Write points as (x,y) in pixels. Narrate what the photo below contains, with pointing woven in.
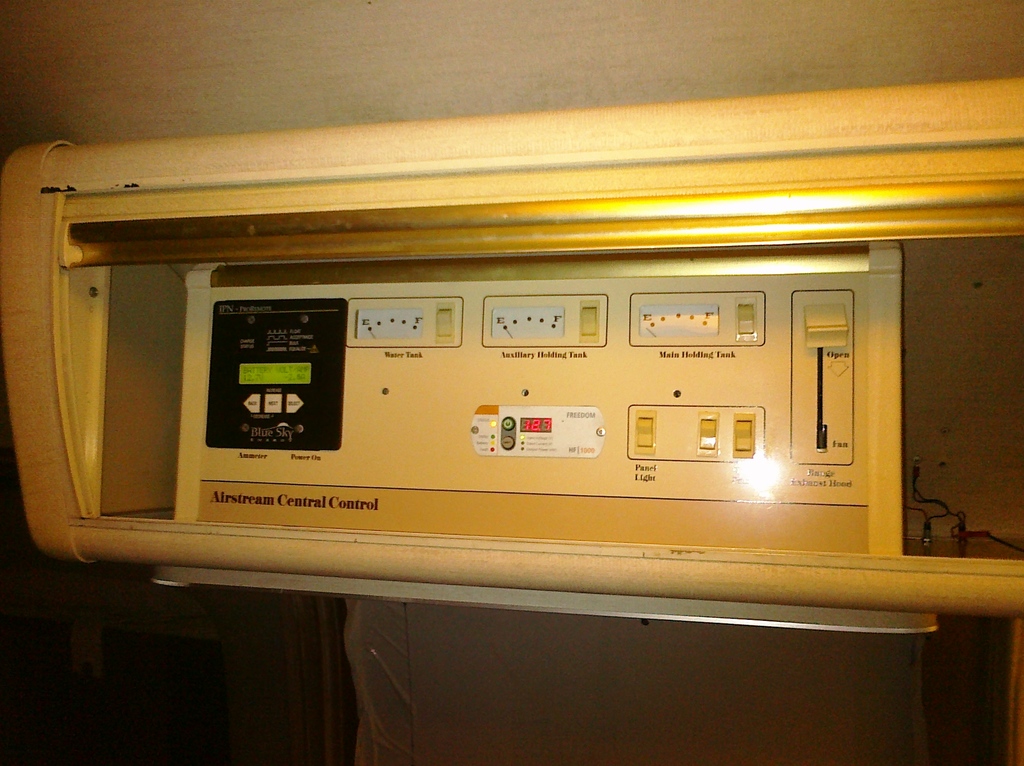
In this image, we can see an electrical object (751,503), we can see the wires (929,536) on the right side (962,522).
